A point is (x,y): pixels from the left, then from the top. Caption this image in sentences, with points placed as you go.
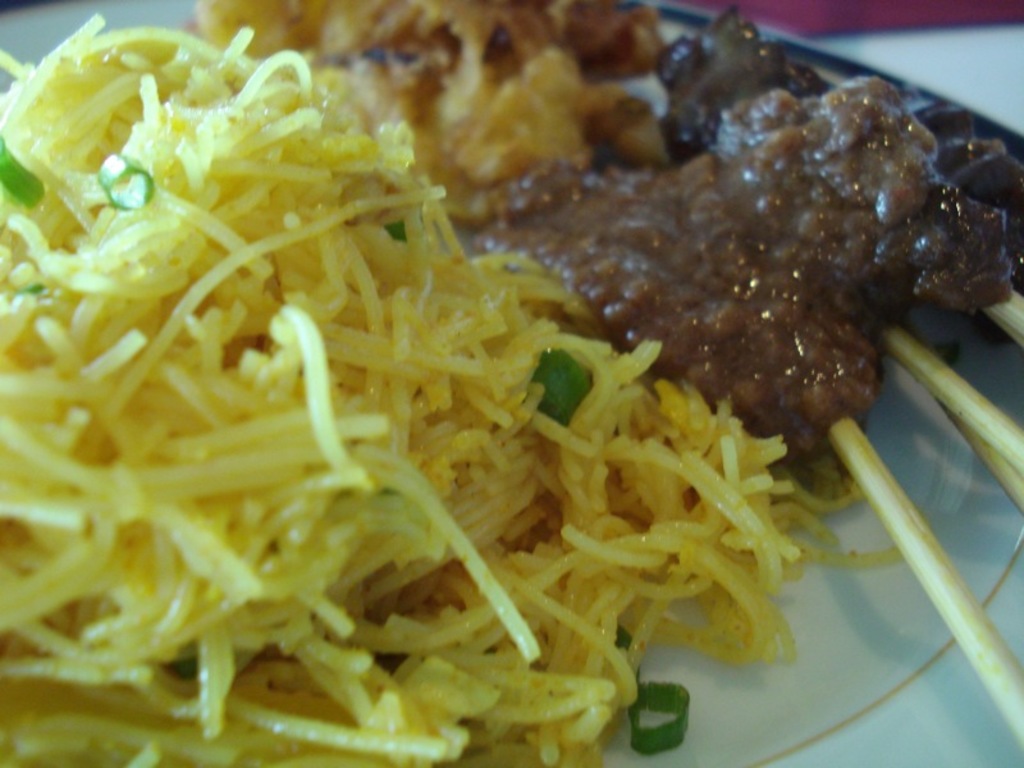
In this image I see food (1023,246) which is on a plate (921,671).
